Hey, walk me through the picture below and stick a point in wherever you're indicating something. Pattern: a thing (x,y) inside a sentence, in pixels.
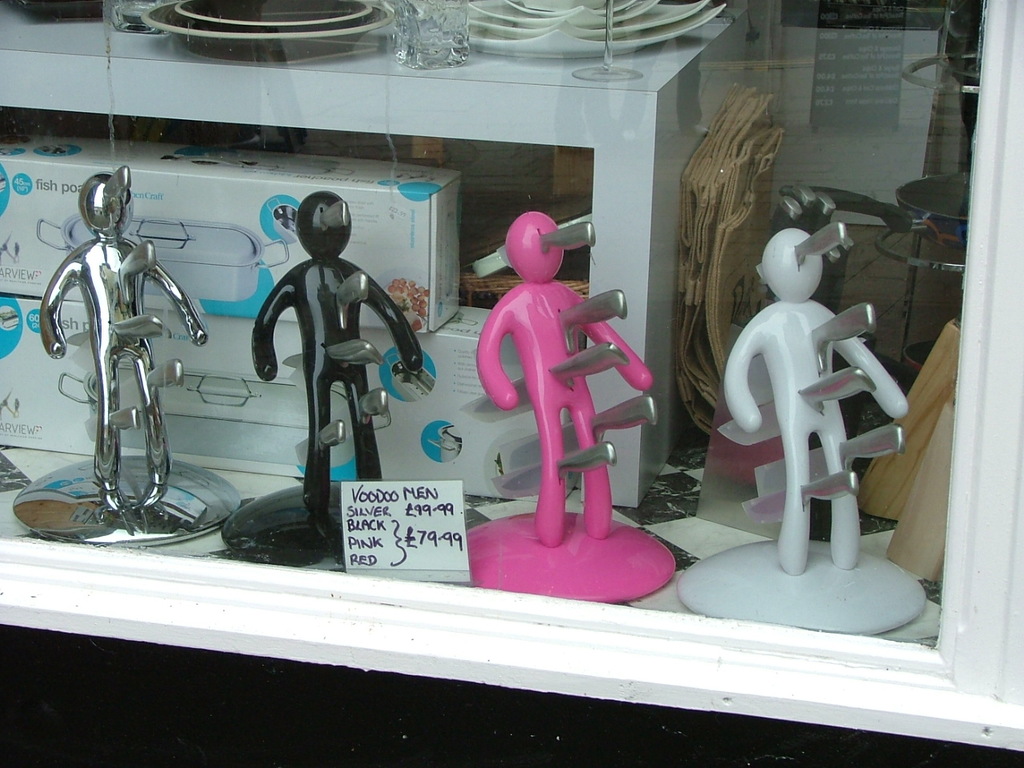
In this image there are a few toys (313,330) and a few objects (54,224) are arranged in the rack (667,432) and there is a glass door (685,372) of the rack (639,450). On the glass door (406,382) there is a paper (424,527) attached to it with some text (373,511).
